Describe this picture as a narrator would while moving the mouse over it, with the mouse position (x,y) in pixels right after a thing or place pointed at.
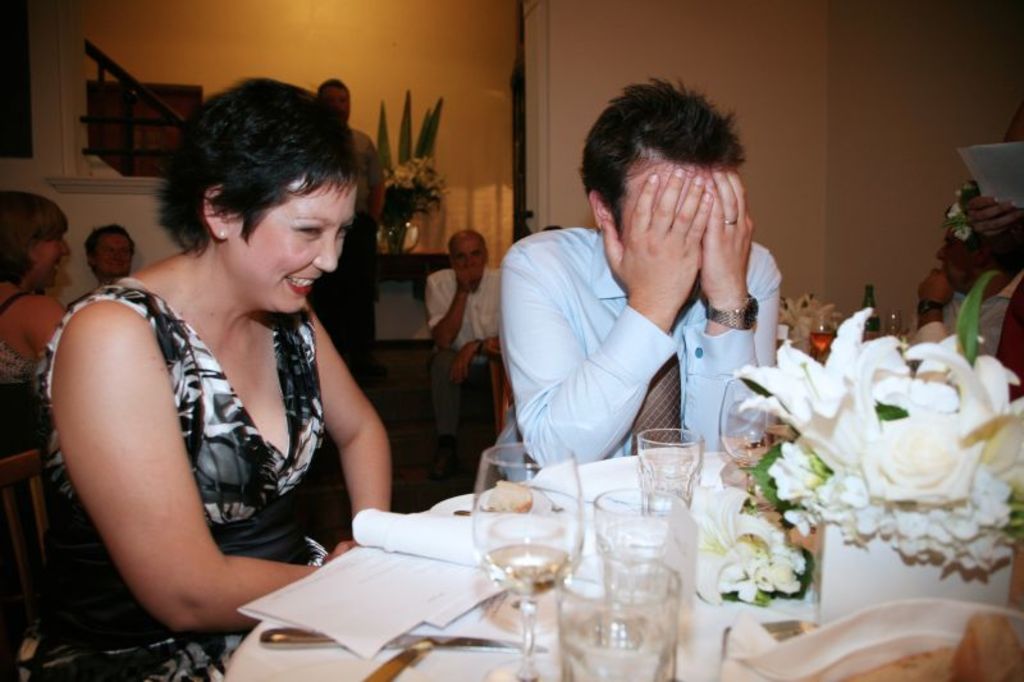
In this image I can see some people (212,405). On the right side (784,471), I can see some objects (720,529) on the table (476,673).
